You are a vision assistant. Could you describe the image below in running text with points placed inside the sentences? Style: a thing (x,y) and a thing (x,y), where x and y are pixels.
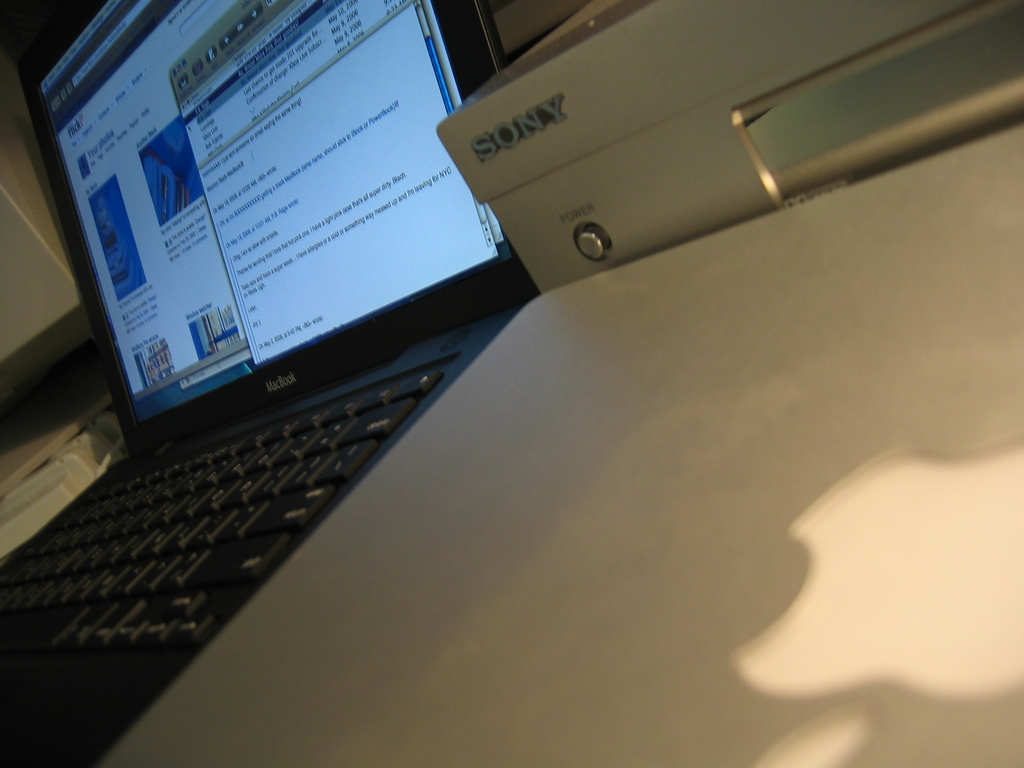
In this image there is a laptop (124,444). There is text (181,233) displayed on the screen (275,291) of the laptop (276,292). Beside to it there is a machine (618,146). There is text (542,119) on the machine (576,130).
